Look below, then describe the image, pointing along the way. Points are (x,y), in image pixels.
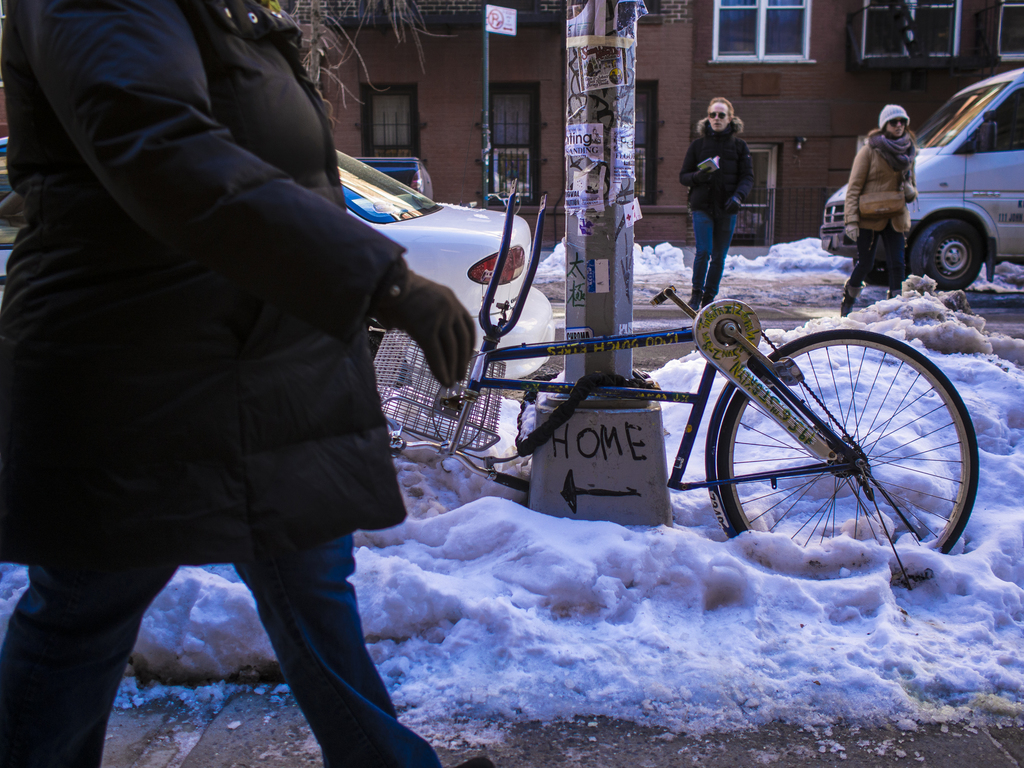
In this image I see 3 persons (60,89) and I see the snow (933,448) and I see a cycle (887,463) over here and I see 2 vehicles (957,218) and I see a pole (585,426) and I see something is written over here. In the background (743,8) I see the building (730,17) on which there are windows (762,36).
